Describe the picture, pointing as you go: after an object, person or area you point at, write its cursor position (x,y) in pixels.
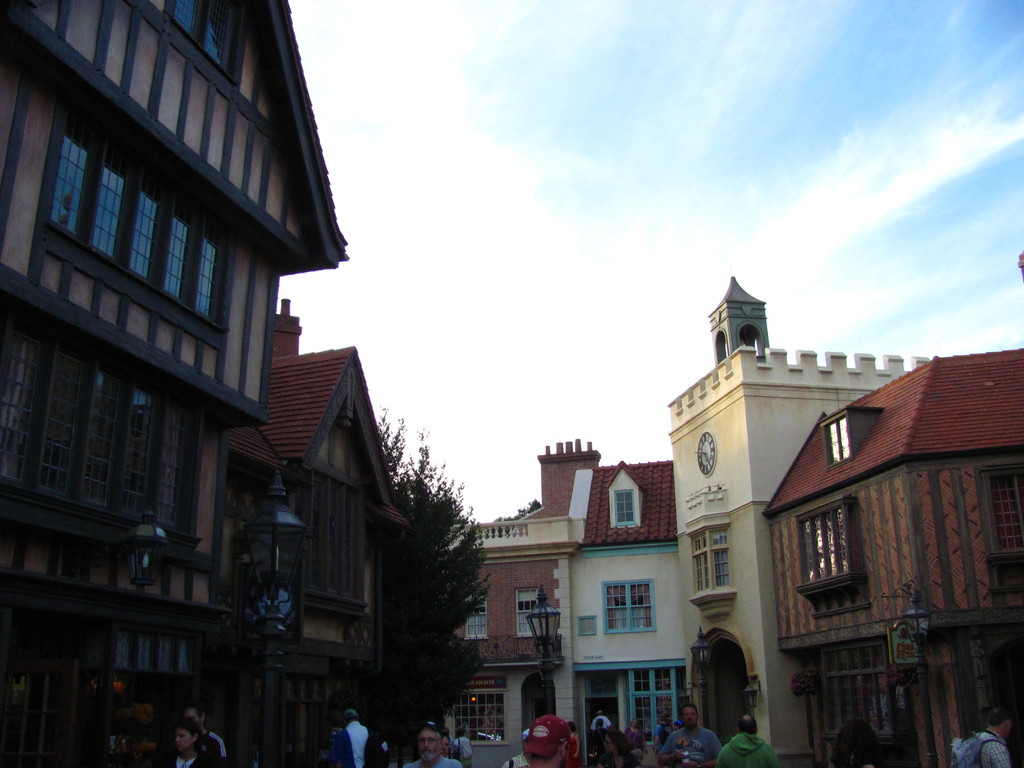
In the foreground of this image (193,761), there are few people (193,761) at the bottom (743,731) and we can also see buildings (825,639) and a tree (420,643). At the top (582,92), there is the sky (519,134).
